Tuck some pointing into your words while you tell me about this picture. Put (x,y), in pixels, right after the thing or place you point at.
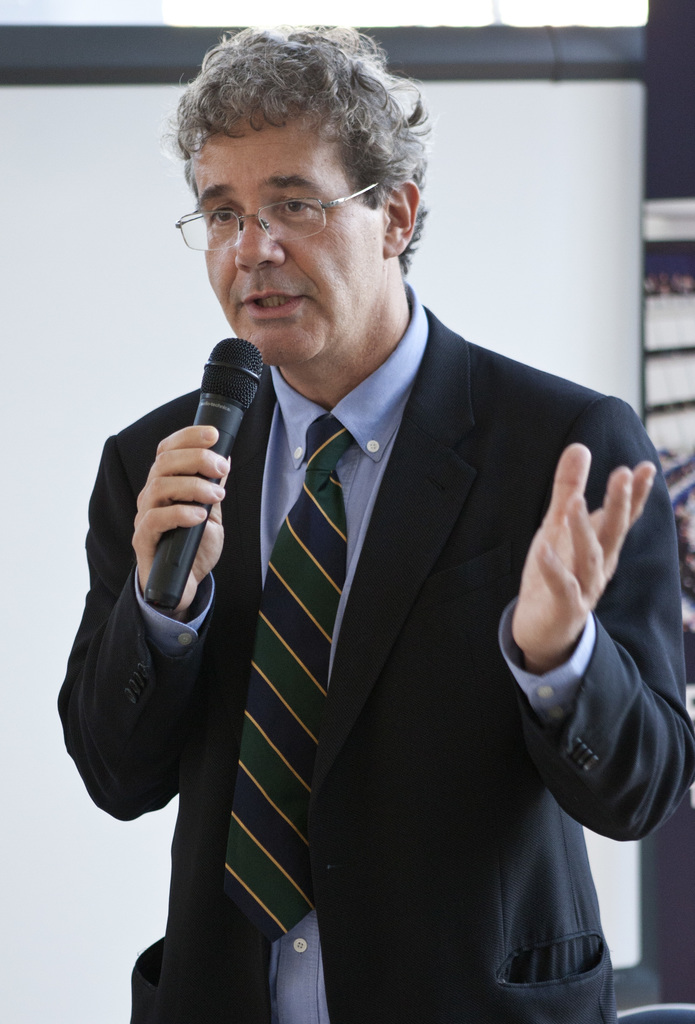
This picture is mainly highlighted with a man (369,690) wearing spectacles (211,232), blazer (387,598), tie (266,798) and he is holding a mike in his hand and talking.
